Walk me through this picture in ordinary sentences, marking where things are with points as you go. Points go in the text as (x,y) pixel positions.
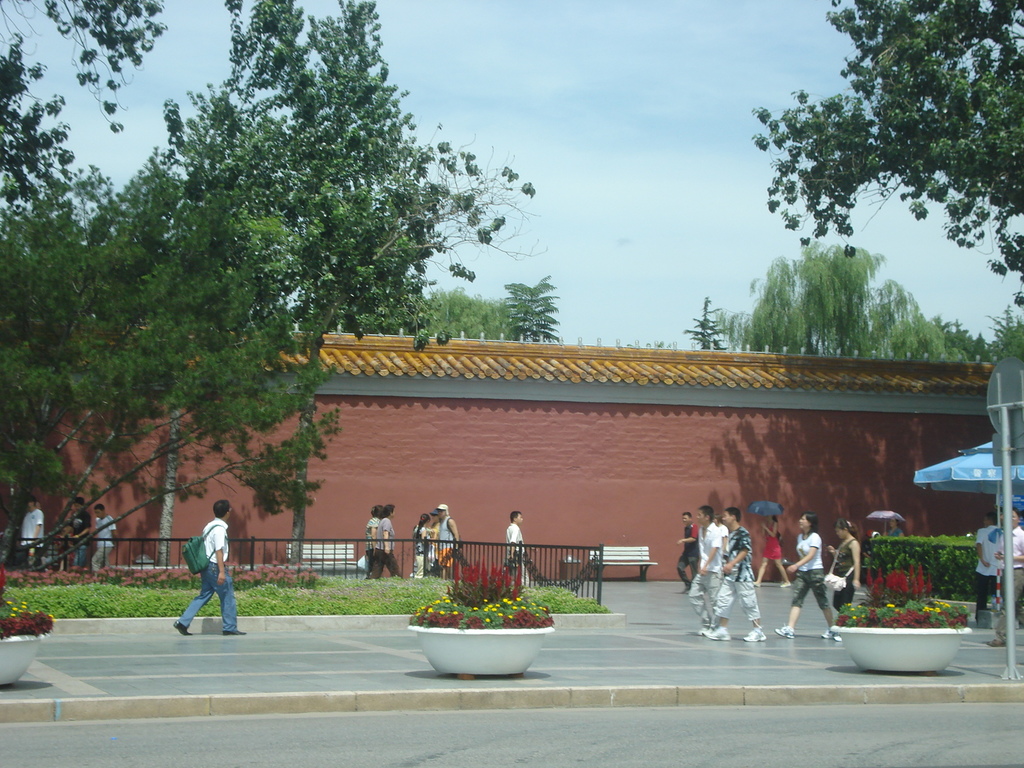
In this image, we can see a wall (522,472), roof (455,346), trees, plants (471,577), pots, flowers (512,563), grills (157,537). Here we can see few people (1023,555), benches (611,576). Few people (802,580) are walking. On the right side of the image (1009,607), we can see a pole (1010,520) with board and umbrella (978,480). Background (670,161) there is a sky (687,138). At the bottom (682,680), there is a road (681,741) and footpath (486,682).
